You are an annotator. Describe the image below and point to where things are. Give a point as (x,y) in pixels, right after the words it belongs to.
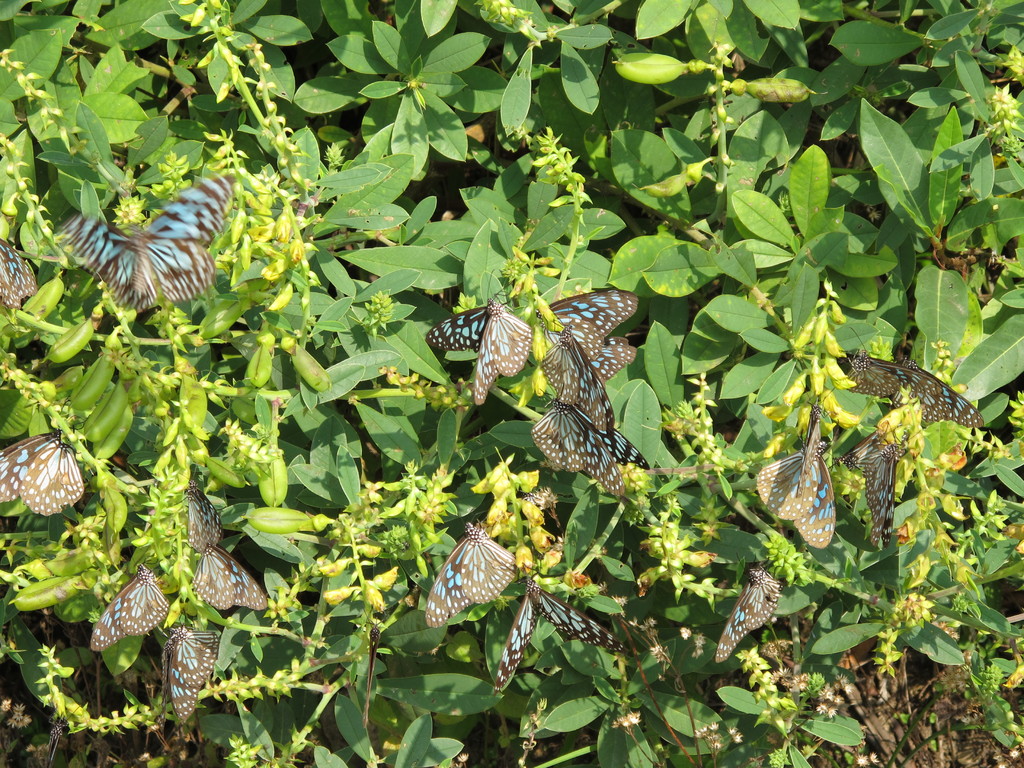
In this picture we can see insects (27,455), leaves (331,636) and a few things (282,208).
